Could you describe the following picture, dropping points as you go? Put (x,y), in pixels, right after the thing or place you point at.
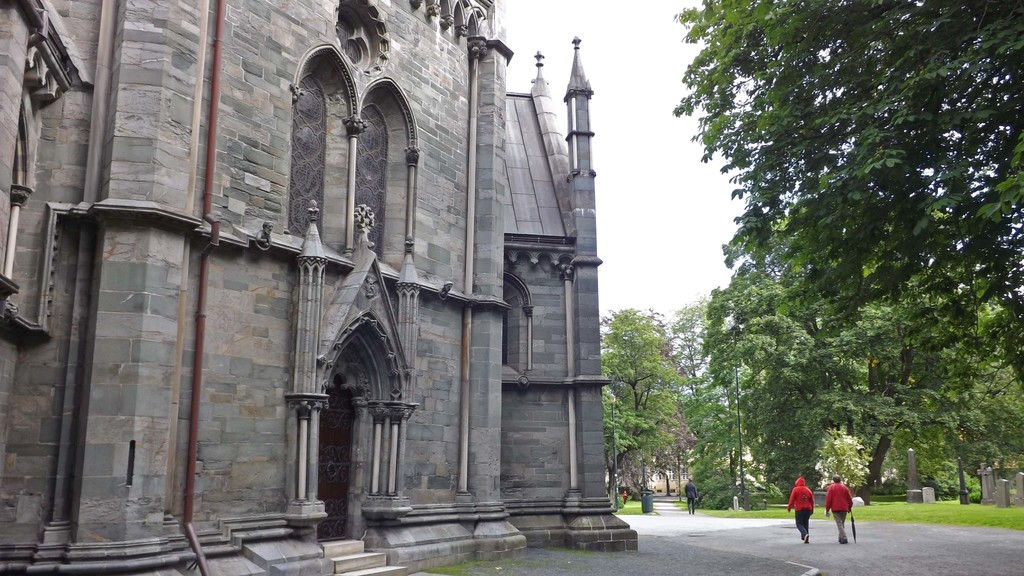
In this picture there are people (692,508) and we can see ground (856,532), grass (892,500), graveyard (937,501), trees (894,480), dustbin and building (454,489). In the background of the image (630,231) we can see the sky (659,52).
